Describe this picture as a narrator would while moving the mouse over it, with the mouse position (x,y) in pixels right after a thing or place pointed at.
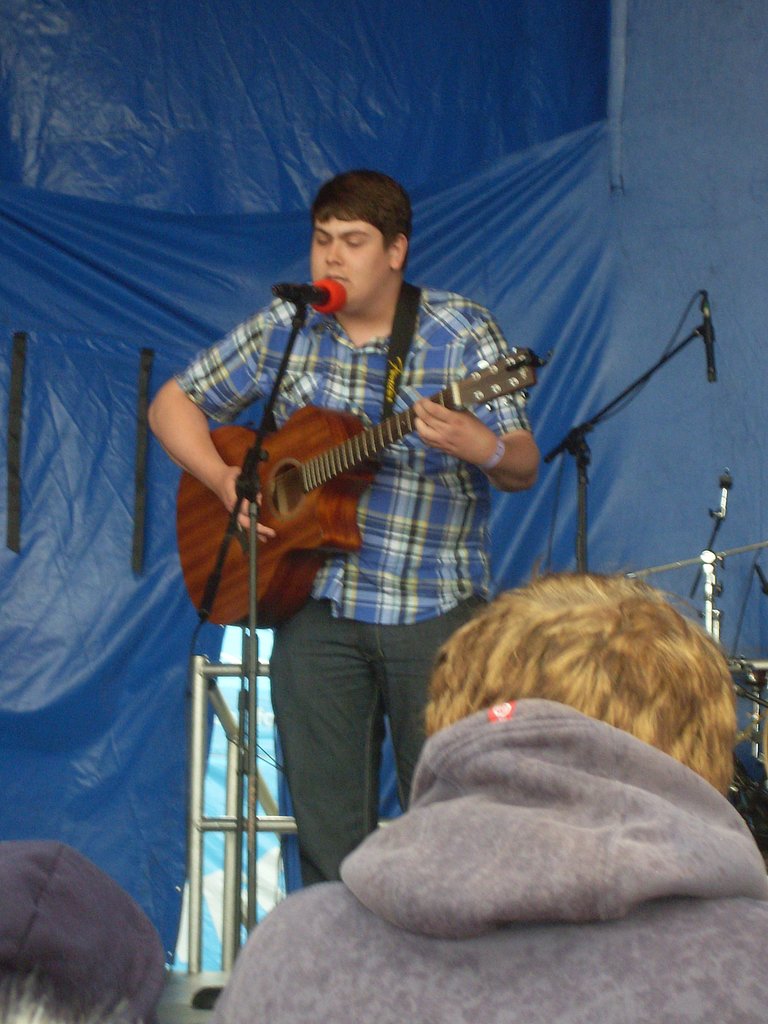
A man (315,403) is singing on mic (295,296) and playing guitar (281,559). Behind him there is a banner (79,496), mic's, poles (719,523). In front of him there is a person (571,889).
